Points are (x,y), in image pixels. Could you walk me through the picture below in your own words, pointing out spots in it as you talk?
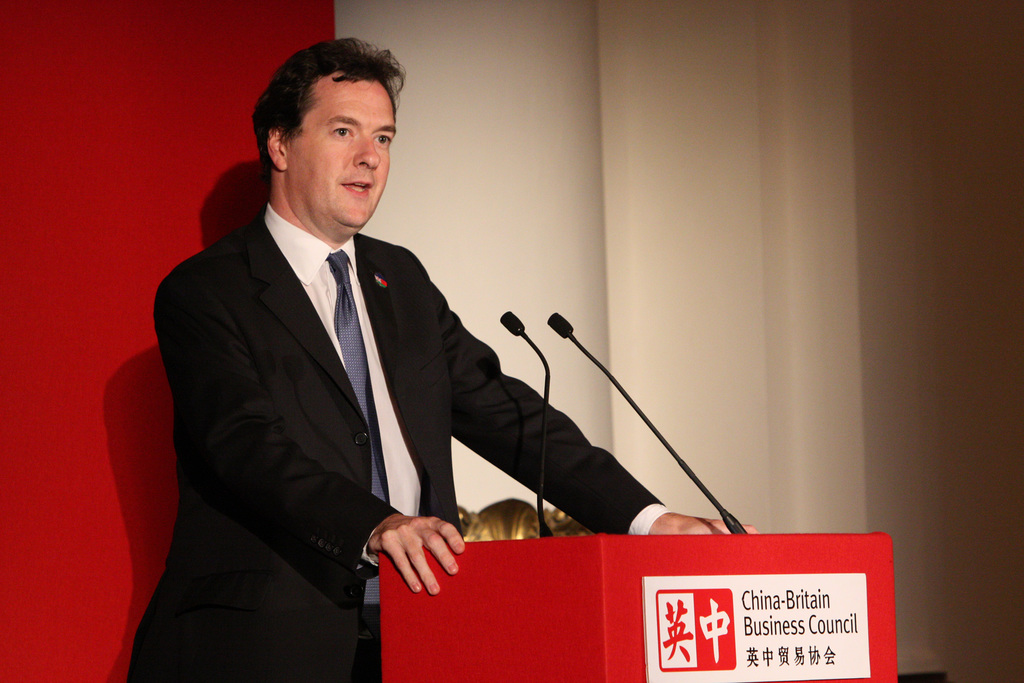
In the center of the image (454,390) there is a person (413,554) near a podium (566,603). He is wearing a suit (189,450). In the background of the image (547,151) there is wall (635,65).
